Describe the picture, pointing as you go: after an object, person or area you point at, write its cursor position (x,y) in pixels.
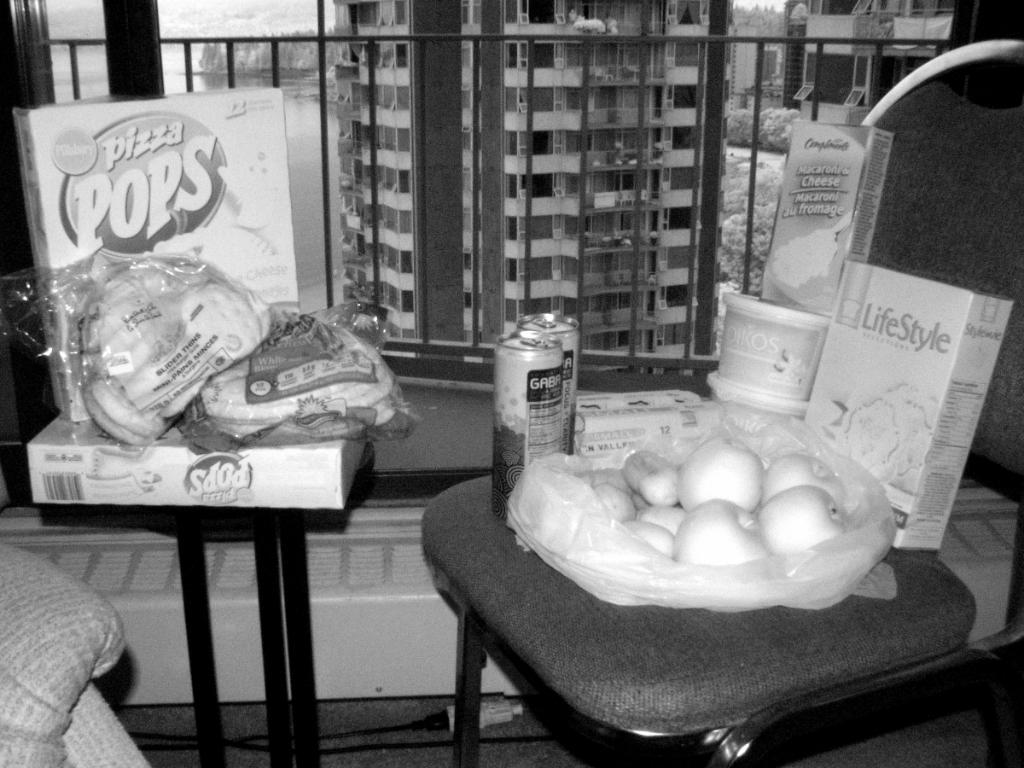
This is a black and white image and here we can see boxes (689,419), tins (502,397), fruits (735,484), covers (198,336) and some other objects (259,397) on the chairs (208,520). In the background (624,115), we can see buildings (664,126). At the bottom (531,753), there is a floor (487,753).
